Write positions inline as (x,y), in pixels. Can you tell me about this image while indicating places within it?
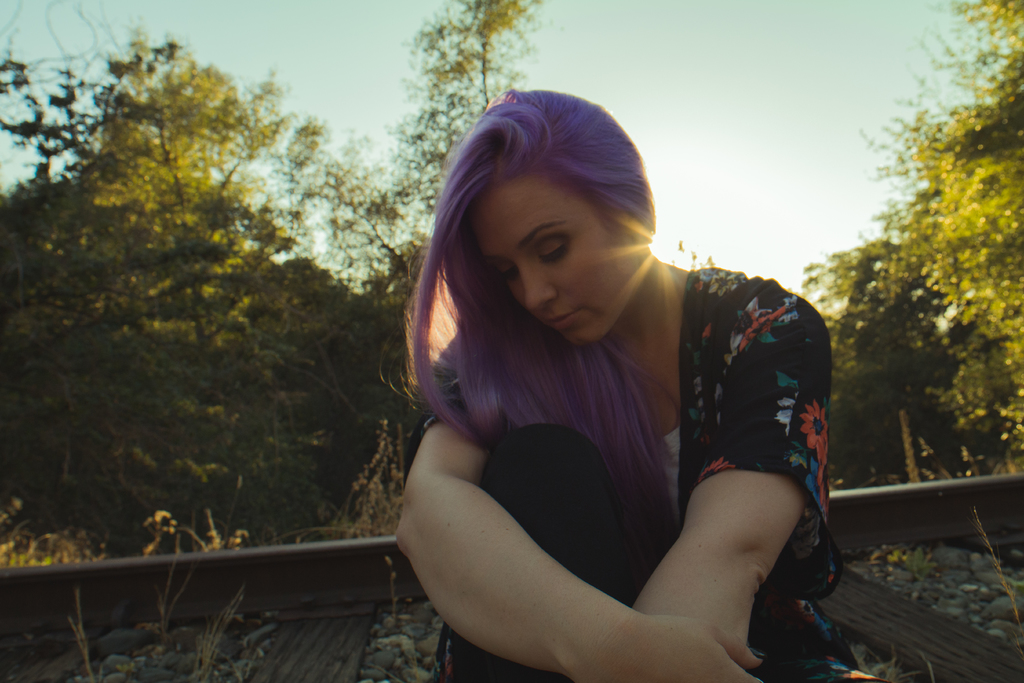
In the foreground of the picture (550,320) there is a person (708,388) sitting on a railway track (371,610), beside her there are stones (388,636) and plants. In the background (321,323) there are trees (266,430) and plants (926,377). Sky (762,76) is sunny.
